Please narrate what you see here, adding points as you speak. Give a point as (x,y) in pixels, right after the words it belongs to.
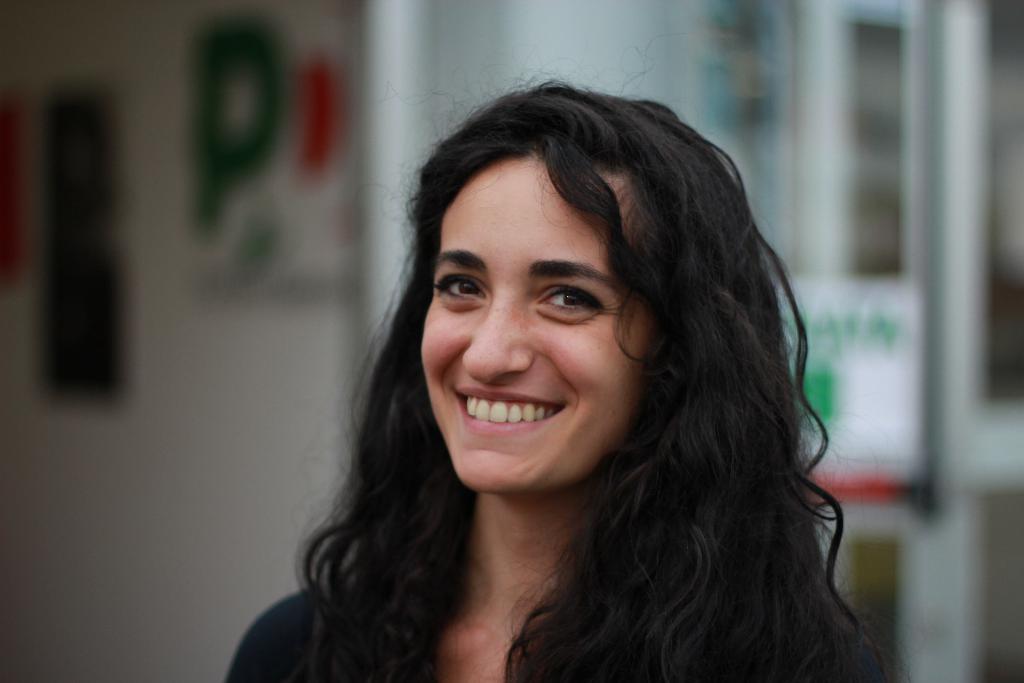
In the middle of this image (607,286), there is a woman (424,335) smiling. And the background (226,250) is blurred.
